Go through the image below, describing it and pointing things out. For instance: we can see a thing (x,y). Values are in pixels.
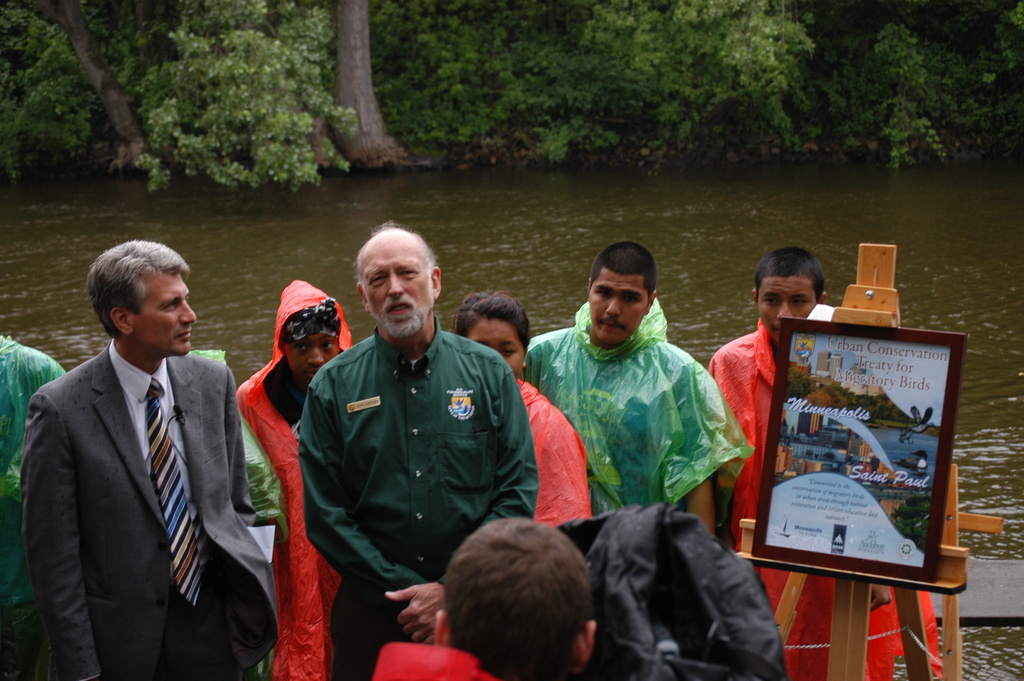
In the foreground of this image (504,591), there is a man's head (495,624) and a black color object (681,585). In the background (686,412), there are men (489,433) and a woman (514,357) standing. Few are in coats (256,572) and remaining are wearing rainy coats (581,461). On the right (915,511), there is a frame (881,542) on a painting stand (956,546). In the background (947,219) there is water (271,223) and the trees (608,84).
